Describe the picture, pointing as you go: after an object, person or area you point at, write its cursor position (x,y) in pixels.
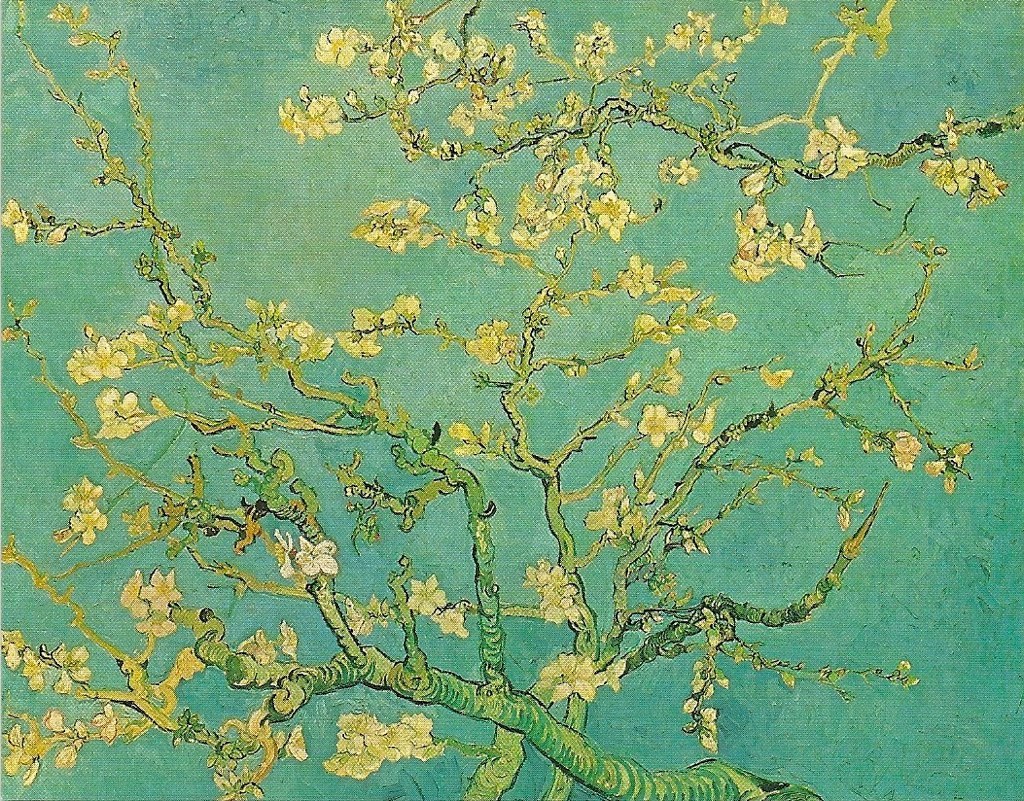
In the center of the image (387,267) there is a painting (460,528), in which we can see branches (577,564) with leaves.
